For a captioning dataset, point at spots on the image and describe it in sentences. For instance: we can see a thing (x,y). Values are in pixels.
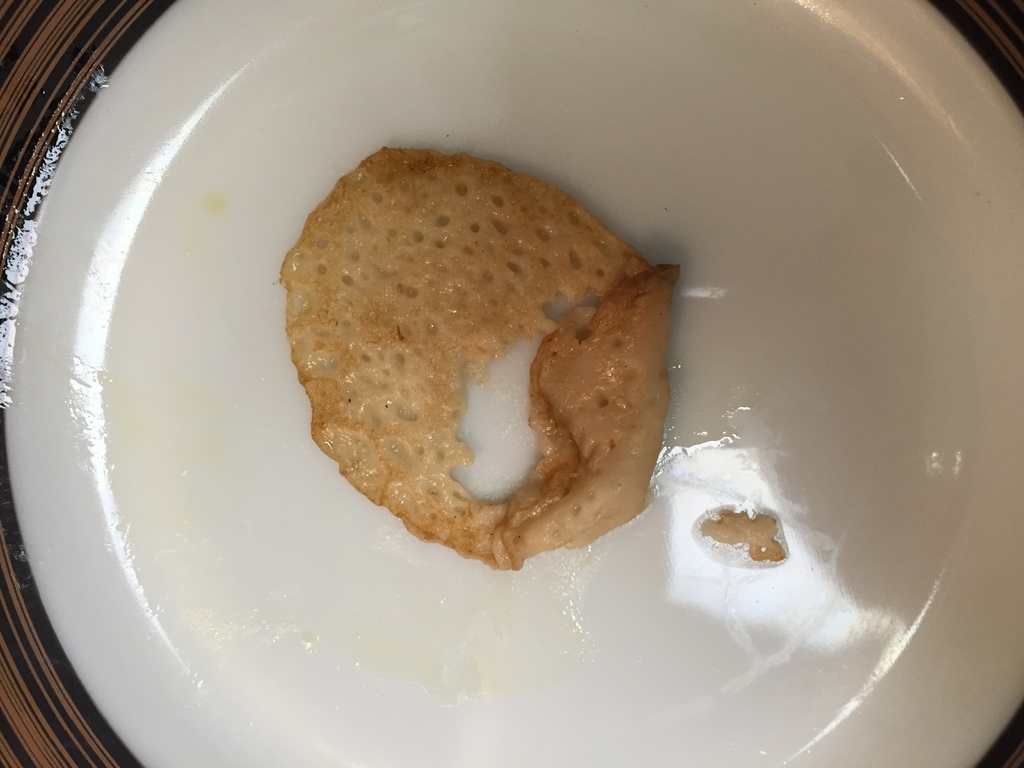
In this image we can see a food item (352,336) in a plate (387,17).
